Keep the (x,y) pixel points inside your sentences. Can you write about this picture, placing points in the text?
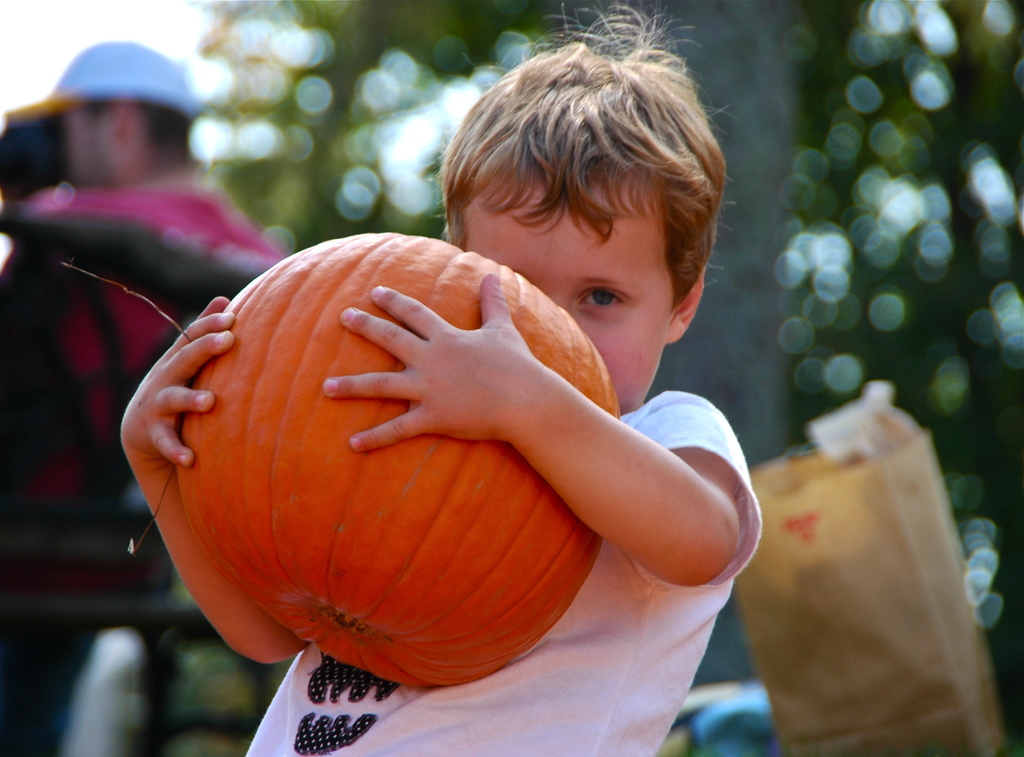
As we can see in the image there is a boy (567,308) wearing white color t shirt (634,677) and holding pumpkin (468,464). In the background (120,36) there is a person (154,191), trees (301,69) and sky (111,18). The background (198,87) is little blurred.
